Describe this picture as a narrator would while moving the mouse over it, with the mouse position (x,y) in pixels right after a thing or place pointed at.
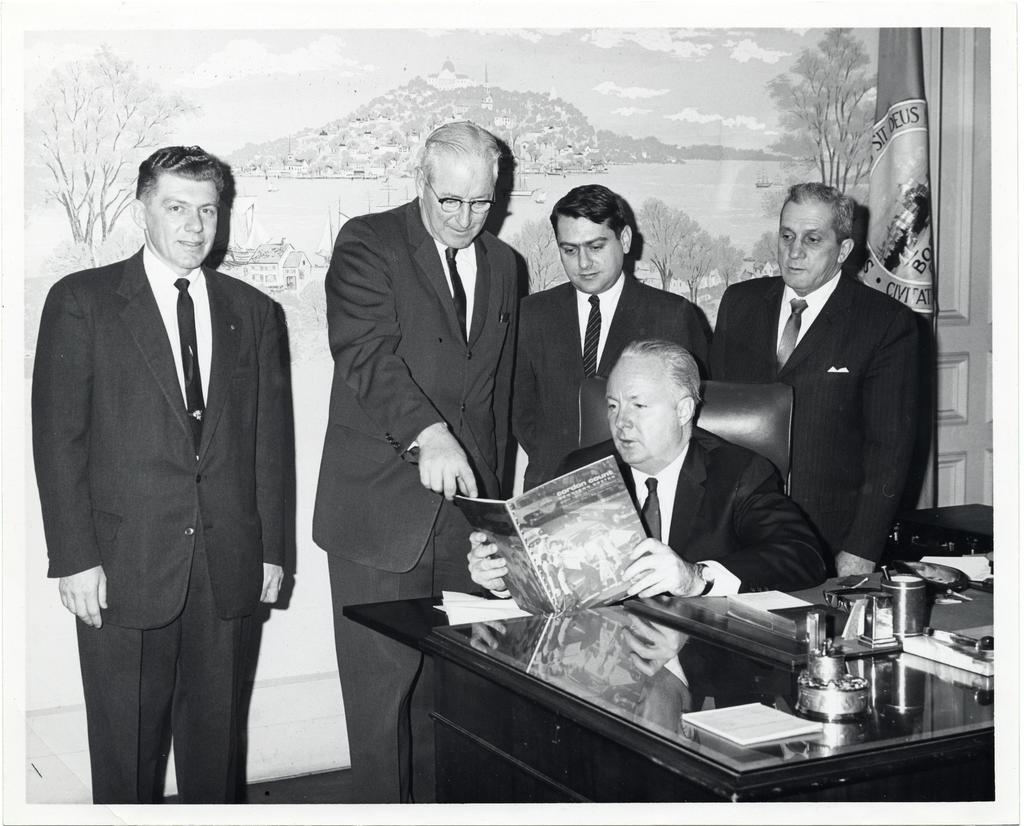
This is a black and white image. Here a man (666,493) sitting on the chair (760,408), holding a book (558,559) in the hand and looking into the book (581,543). On the right side (929,644) there is a table (682,685) on which few objects (774,723) are placed. At the back of this man (685,530) four men (390,329) are standing. In the background (817,133) there is a photo frame (631,110), flag (893,96) and also a door (954,162).
